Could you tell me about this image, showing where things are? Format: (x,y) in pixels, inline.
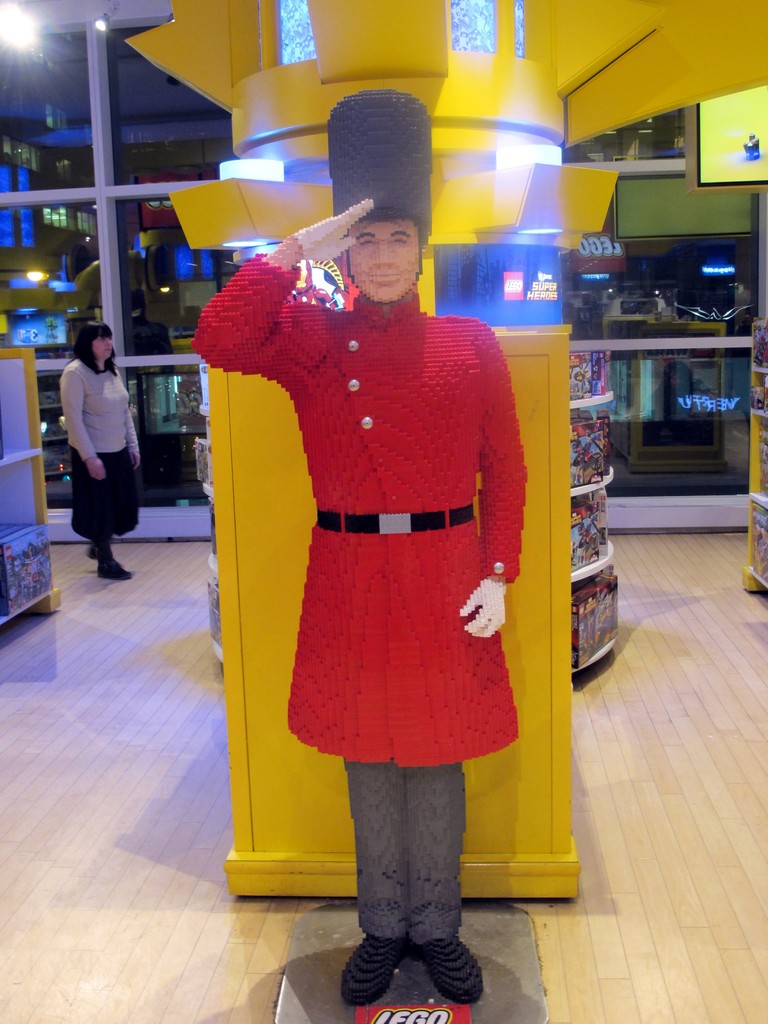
In this image we can see a statue (428,449) made with lego bricks (383,431). Behind the statue (377,650) there is a pillar (241,518) with lights (541,229). In the background of the image (34,478) there is a person (126,464), glass objects (141,424) and other objects (38,403). At the bottom of the image (67,980) there is a floor (271,975) and an object (401,1019).
